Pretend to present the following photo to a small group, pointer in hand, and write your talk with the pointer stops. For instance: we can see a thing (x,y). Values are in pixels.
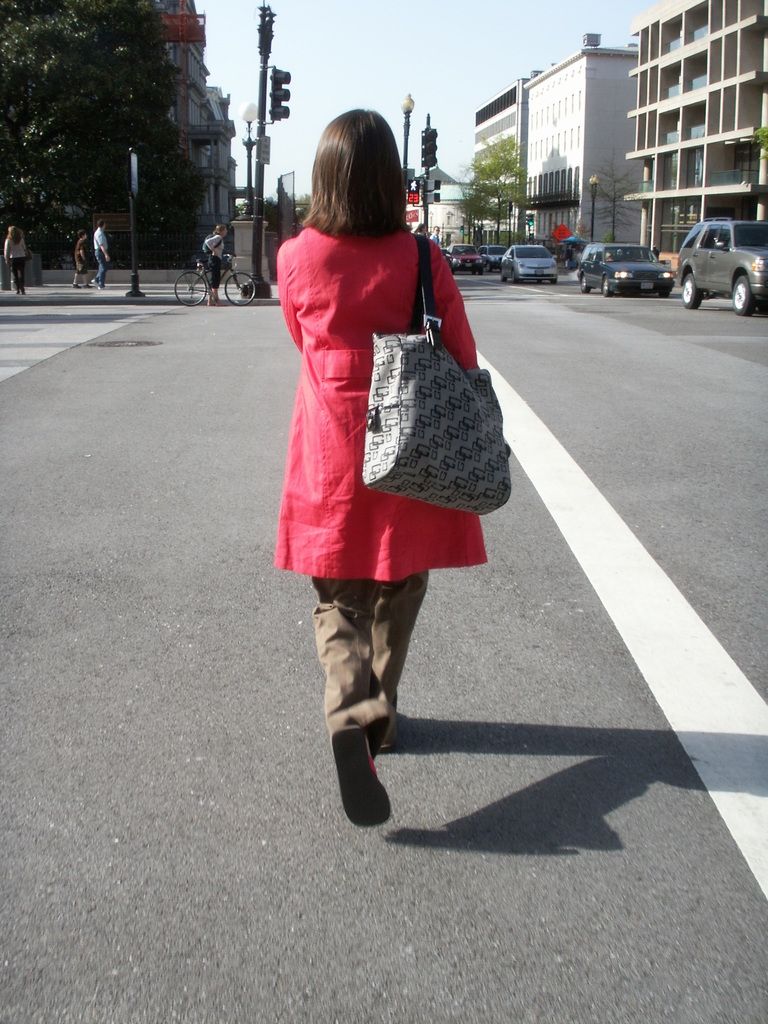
In this picture I can see a woman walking on the road (609,787), there are group of people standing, there is a person (221,251) with a bicycle (248,295), there are vehicles (739,263) on the road (707,375), there are poles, lights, boards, there are buildings (619,136), trees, and in the background (363,63) there is the sky (387,118).
